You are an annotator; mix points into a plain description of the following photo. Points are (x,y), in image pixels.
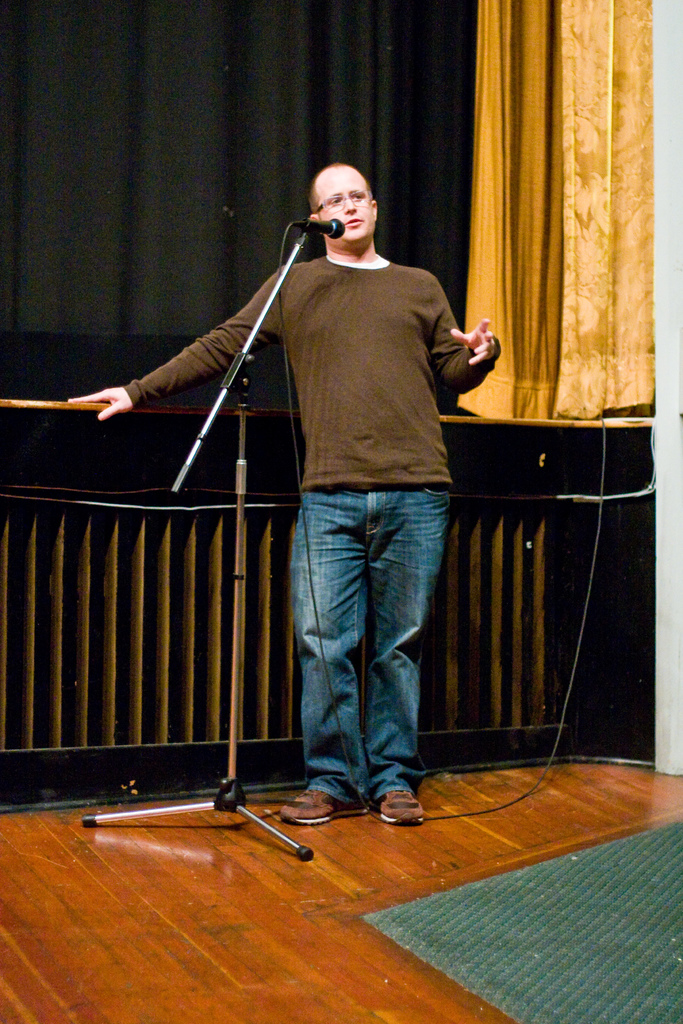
There is one man (337,511) standing behind a mike stand (241,368). We can see curtains (471,200) in the background (551,250). There is a floor (319,896) at the bottom of this image (305,953) and the mat (565,895) is in the bottom right corner of this image (610,906).
